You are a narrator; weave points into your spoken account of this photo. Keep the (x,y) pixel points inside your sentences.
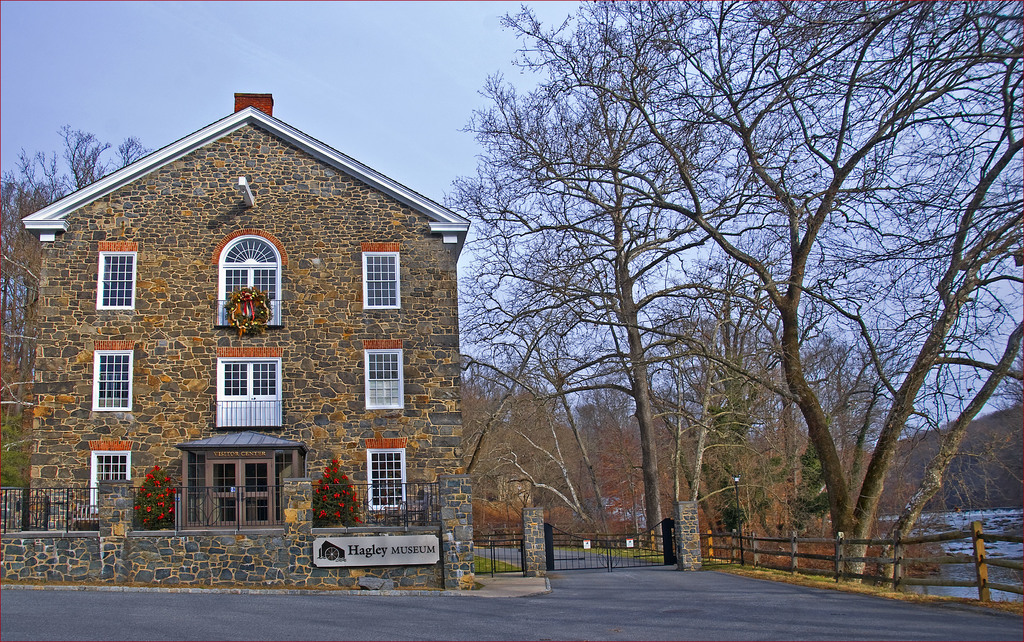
On the left side of the image (221,329) there is a building (238,462). At the bottom (353,605) we can see a wall (168,544) and a road (334,616). There is a gate (605,554). On the right (913,587) there is a fence (977,536) and water (963,542). In the background (997,429) there are trees (948,449), hills (964,436) and sky (427,157).
